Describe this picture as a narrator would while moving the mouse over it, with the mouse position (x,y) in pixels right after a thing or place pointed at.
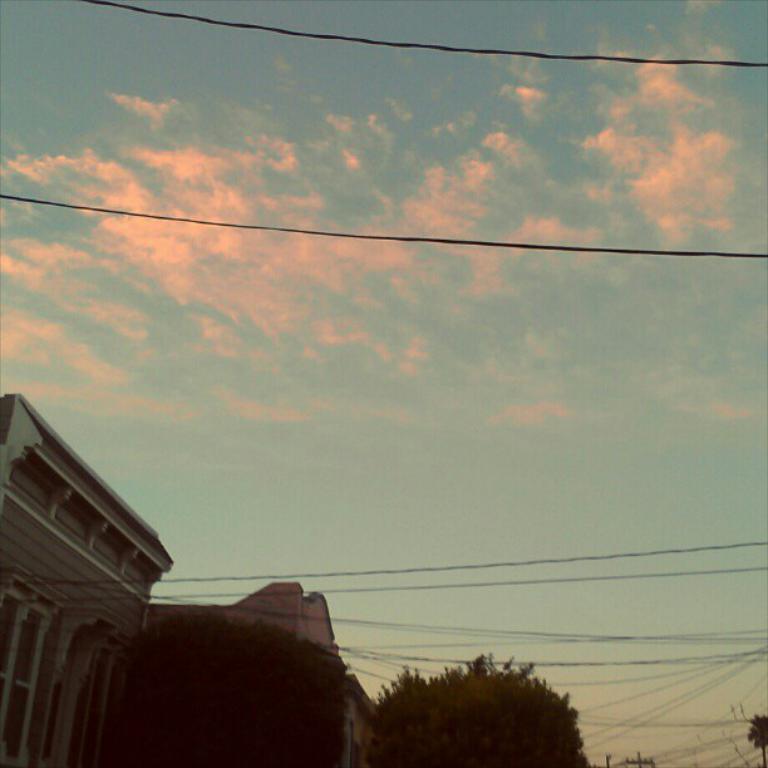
In this picture I can see cables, there are buildings (88,726) and trees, and in the background (478,408) there is the sky (623,406).
